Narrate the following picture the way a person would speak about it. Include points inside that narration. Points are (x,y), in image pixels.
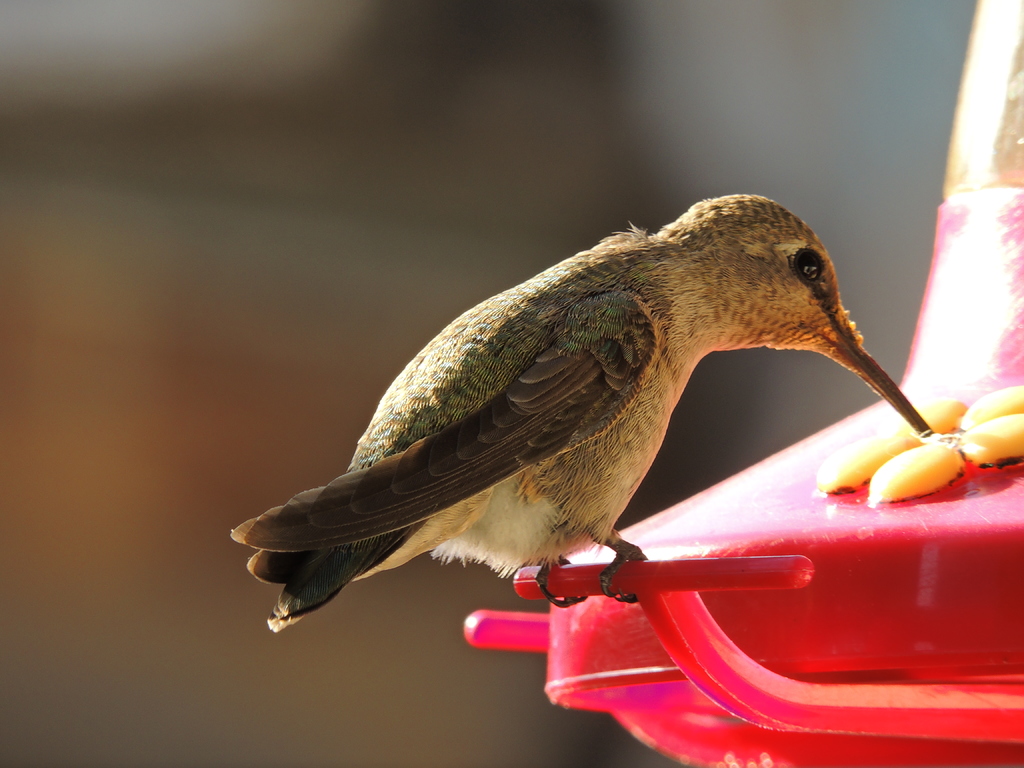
In this picture we can see a bird (494,440) standing on an object (723,627) and seems to be eating some yellow color objects (946,453). The background of the image (145,122) is blurry.
